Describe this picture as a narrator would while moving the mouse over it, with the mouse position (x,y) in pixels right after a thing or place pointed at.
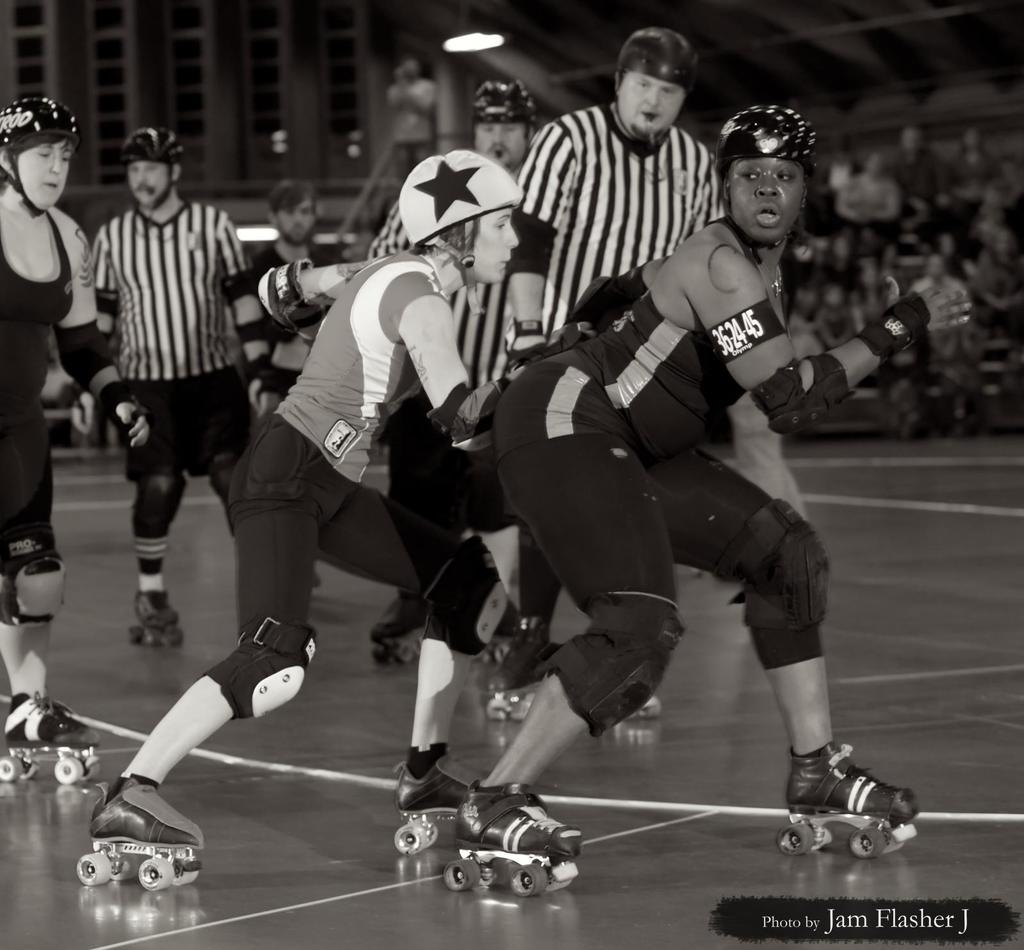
In this image we can see some group of persons (367,513) wearing helmets (512,109), knee pads (254,707), elbow pads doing skating on the skating rink (993,482) and at the background of the image (521,104) there are some spectators (1001,206) and referees (691,160).
